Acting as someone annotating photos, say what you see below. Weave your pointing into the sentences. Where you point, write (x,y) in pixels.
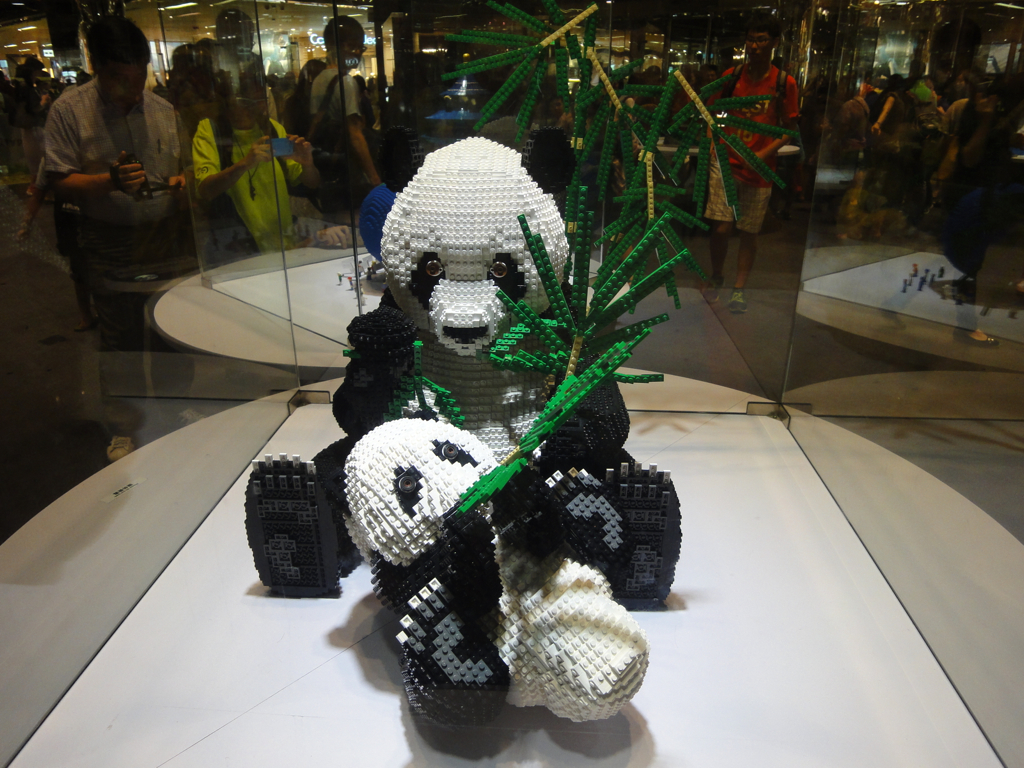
There is a depiction of a panda (509,434) as we can see in the middle of this image (375,351). We can see people (735,174) standing in the background (112,148).
